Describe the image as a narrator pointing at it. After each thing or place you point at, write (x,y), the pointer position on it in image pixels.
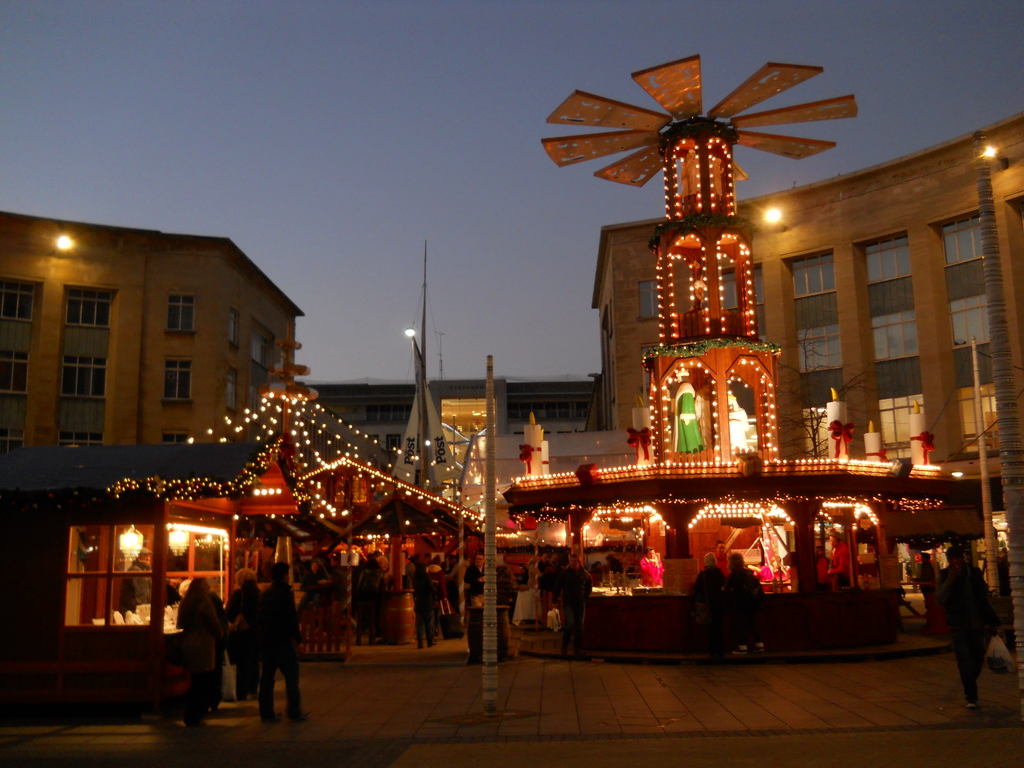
In this picture, we see many people (289,646) are walking on the road (352,672). Beside them, we see the poles (490,623). In front of the picture, we see the buildings (271,499) which are decorated with the lights (874,518). Beside that, we see the people (833,534) are standing. We see the chairs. On the right side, we see a pole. In the middle of the picture (417,436), we see a board (412,449) in white color with some text (414,460) written on it. There are buildings (391,385) and street lights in the background (654,307). At the top (388,159), we see the sky (309,94). This picture is clicked in the dark.
